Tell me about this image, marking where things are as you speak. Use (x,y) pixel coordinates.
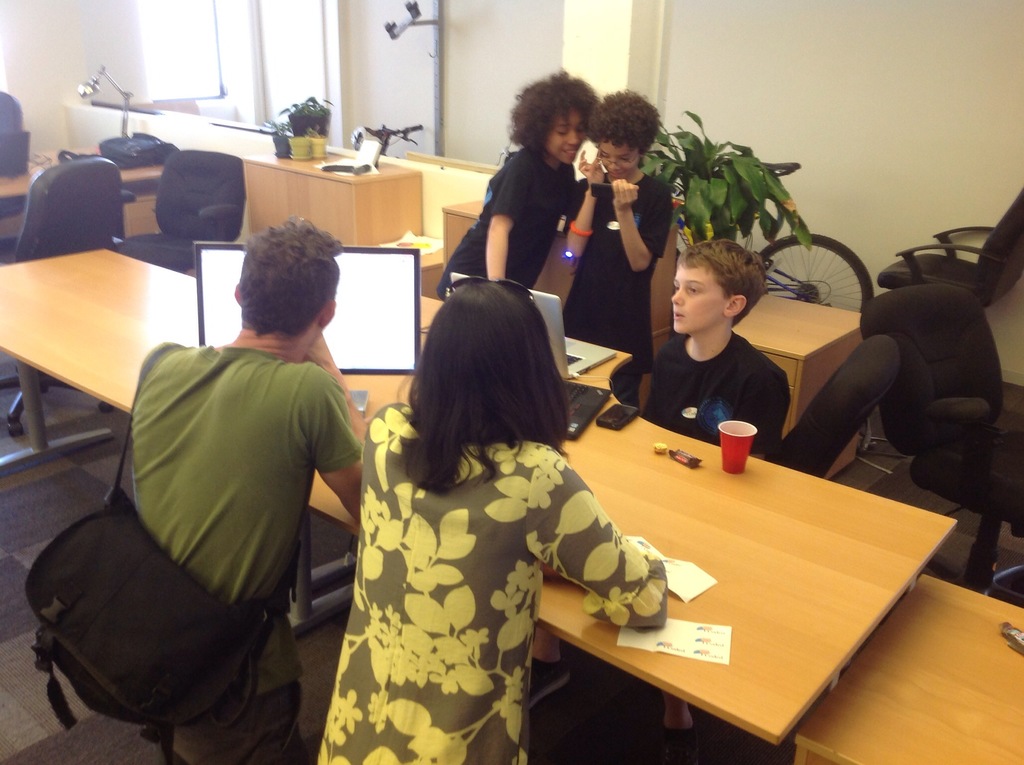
The photo is taken inside a room (147,339). There are many chairs (97,243) and tables (802,581). On the table (860,514) there are laptops (606,357), cup (731,450), chocolate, plant pot (305,142), table lamp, papers (695,641). On the left side (215,563) there are two person (423,553) standing beside the table (326,576). Out of them one person (257,449) wearing green t shirt (216,508) is carrying a bag (149,623). In front of them there are three kids (713,384). The kid (709,339) on the right (712,340) is sitting, other two kid (601,212) are standing. Out of them one is holding mobile (605,195). Behind them there is plant (708,189) and a bicycle (800,244).
